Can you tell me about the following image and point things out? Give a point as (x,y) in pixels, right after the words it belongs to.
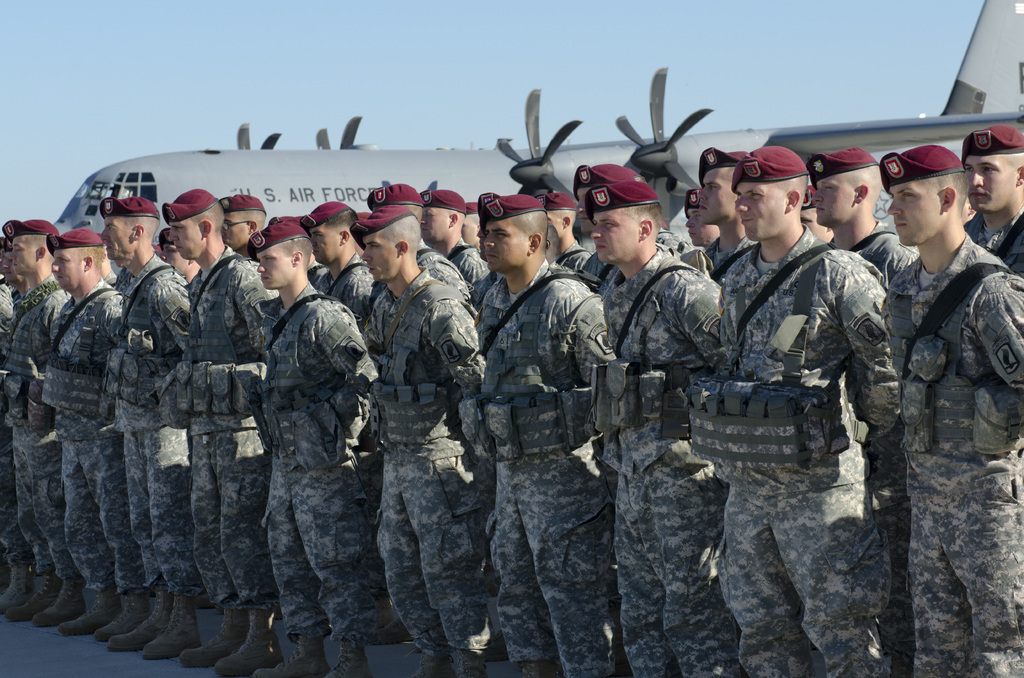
In the picture I can see group of people (464,408) are standing on the ground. These people (491,434) are wearing uniforms (445,406) and hats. In the background (291,158) I can see the sky (522,143) and an aeroplane (487,175).
